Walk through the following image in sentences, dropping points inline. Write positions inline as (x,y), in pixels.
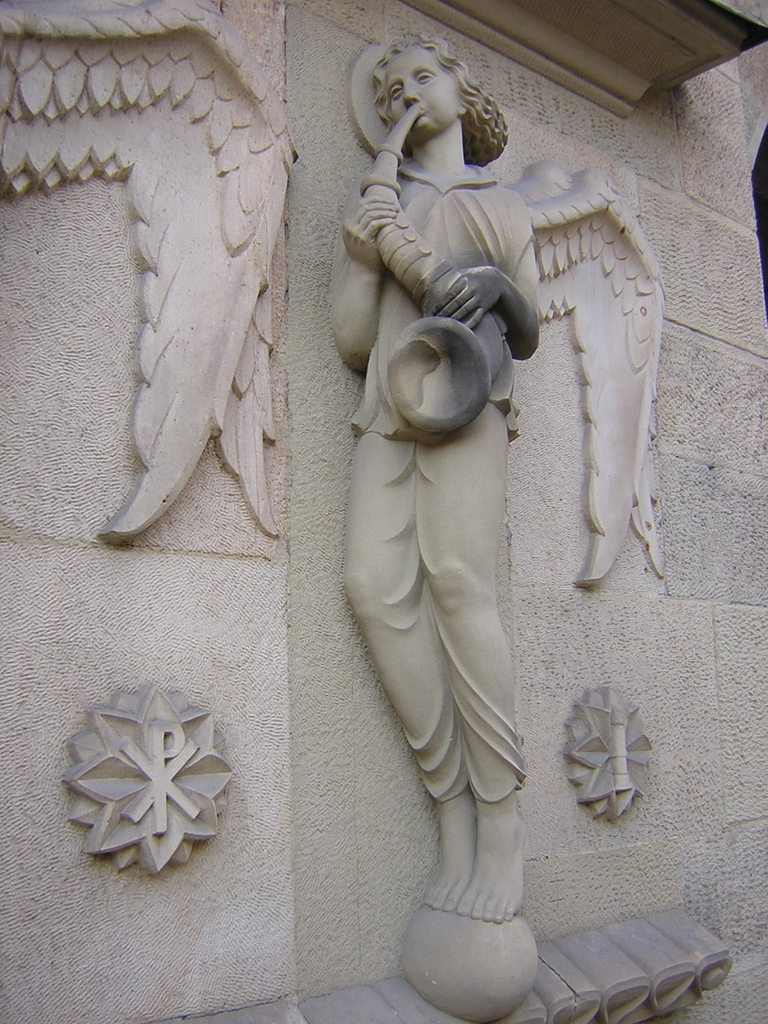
In this image we can see a sculpture (447,338) on the wall (278,518).
